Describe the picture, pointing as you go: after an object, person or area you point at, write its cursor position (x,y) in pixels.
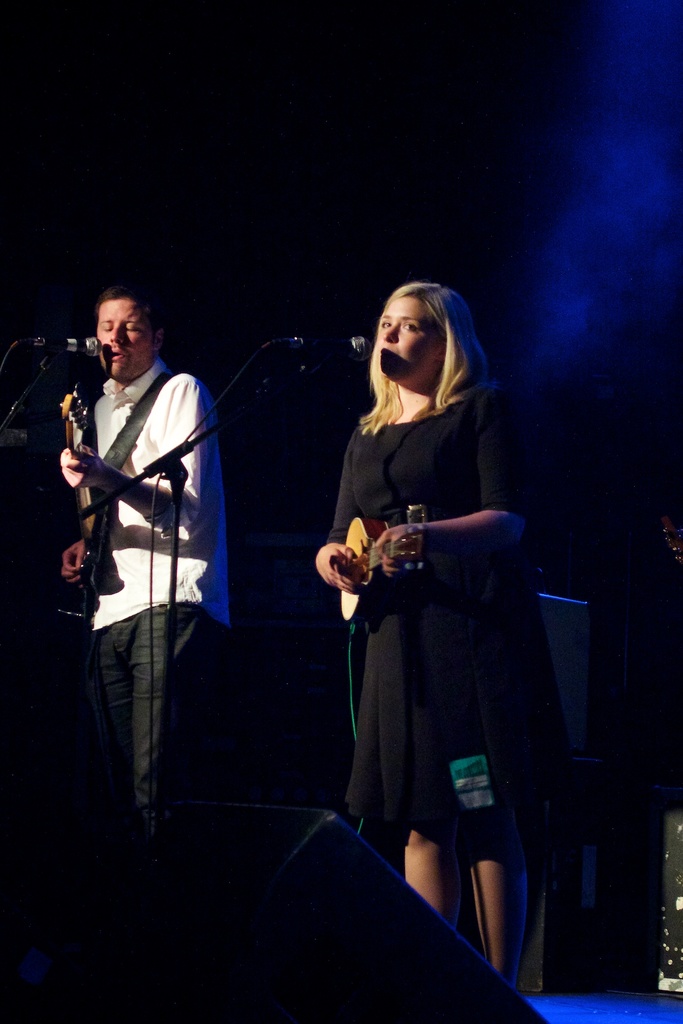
In this image there is a girl (493,677) who is holding the guitar (365,532) in her hand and playing and there is a man (91,461) beside her who is playing the guitar (90,556) while singing.
